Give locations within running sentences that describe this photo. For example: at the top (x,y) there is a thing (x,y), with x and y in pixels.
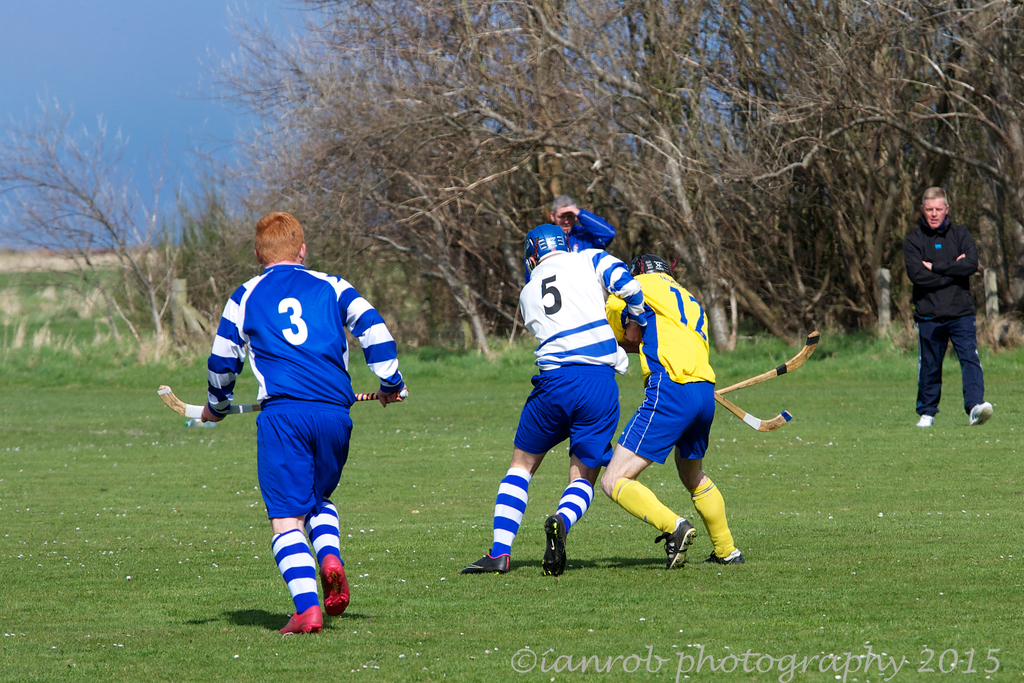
In the image there are few people (273,440) playing a game and holding hockey sticks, there are two other persons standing in the grass (699,588), there are trees (553,156), sky (110,172) and some text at the bottom of the image (556,666).
